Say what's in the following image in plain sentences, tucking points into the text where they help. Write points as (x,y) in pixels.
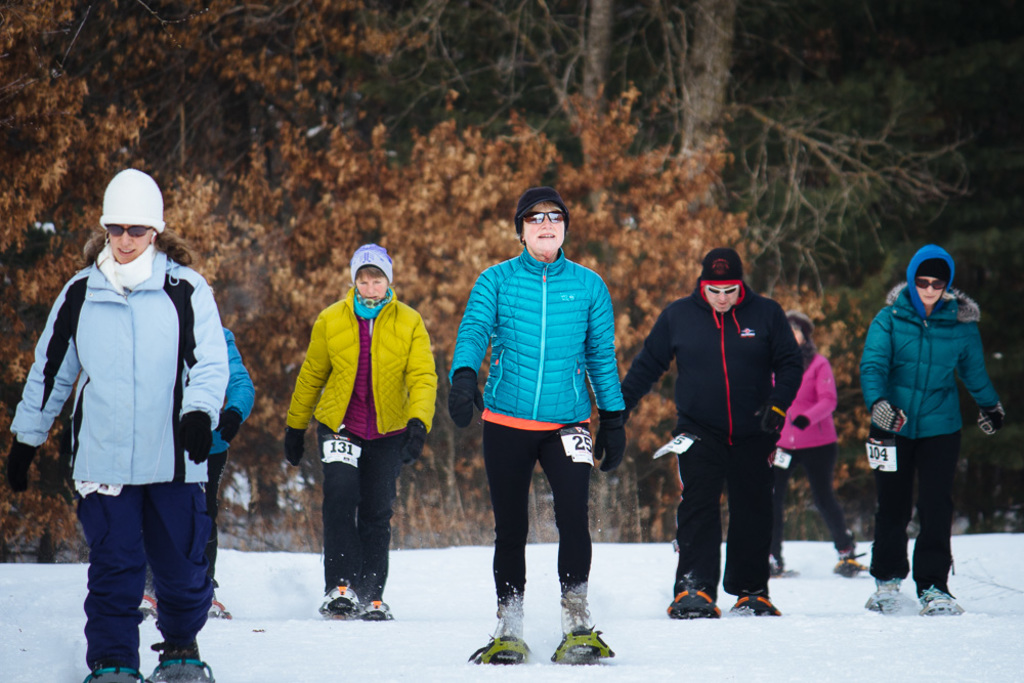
In this image we can see a group of people (507,348) walking in the snow (676,681) wearing the snowshoes (605,648). On the backside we can see a group of trees (631,240).
